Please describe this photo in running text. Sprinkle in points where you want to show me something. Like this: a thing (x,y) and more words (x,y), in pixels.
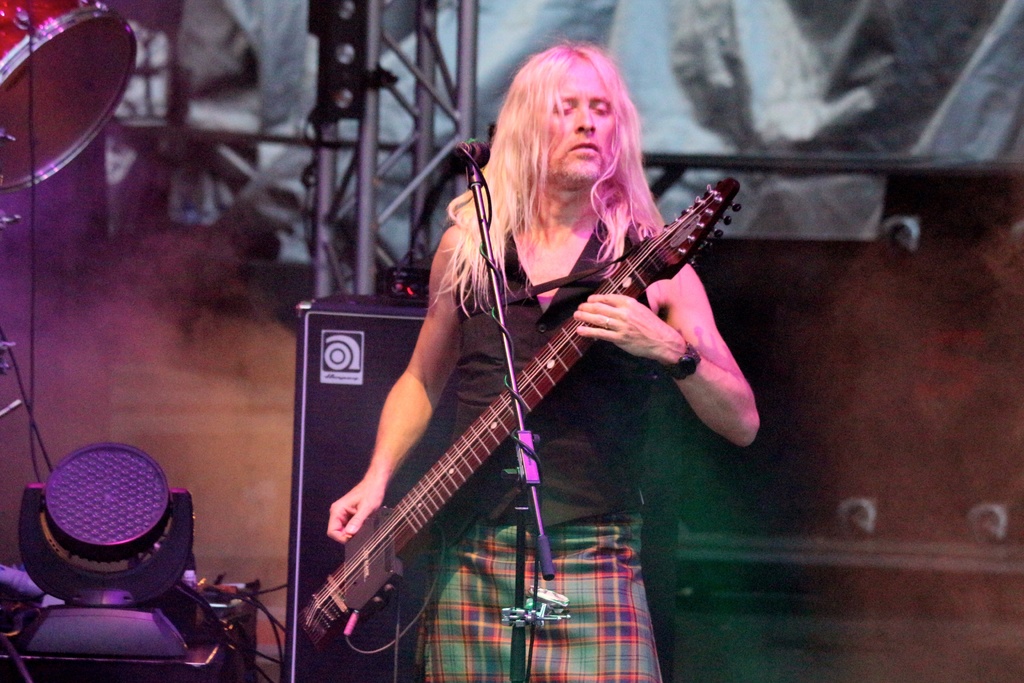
In this image there is a person (513,548) standing and playing a musical instrument (581,344).
